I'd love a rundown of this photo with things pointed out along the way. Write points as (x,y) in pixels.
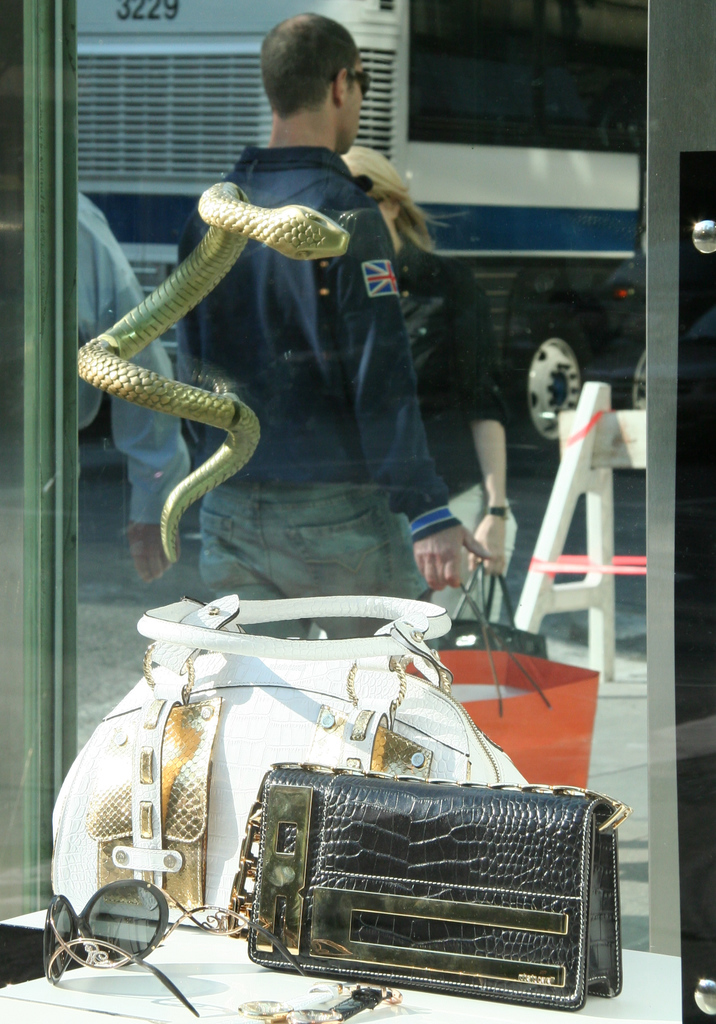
In the image we can see there is man (354,52) who is standing and he is holding a bag (528,704) and in front (534,820) there is a purse (346,718) which is in white colour and black colour, there are goggles (148,937) and in the top (145,339) there is a toy of a snake (235,238) and there is a woman (430,282) who is standing on the road (521,564) and behind them there is a vehicle (543,184) which is parked on the road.
